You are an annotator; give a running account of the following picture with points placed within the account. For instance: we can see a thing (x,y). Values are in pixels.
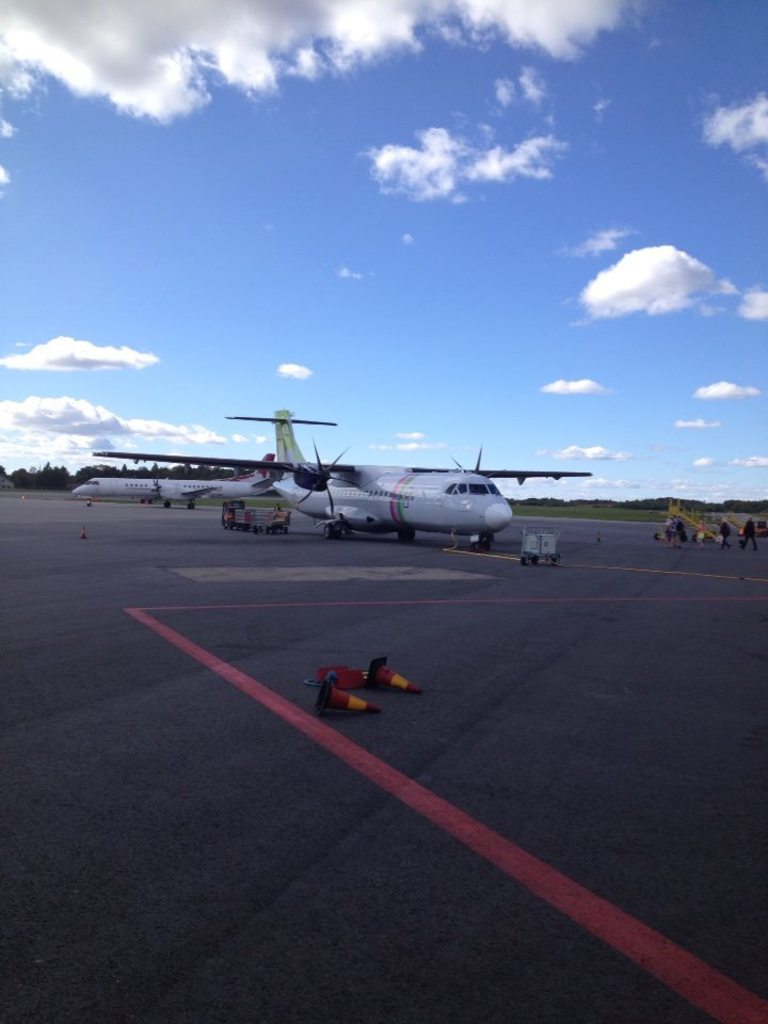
We can see vehicles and traffic cones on the road (457,577) and we can see airplanes (533,471) on the surface (499,598). Afar we can see people (753,530). In the background (649,505) we can see grass (525,513), trees (598,502) and sky (619,497) with clouds (25,436).
